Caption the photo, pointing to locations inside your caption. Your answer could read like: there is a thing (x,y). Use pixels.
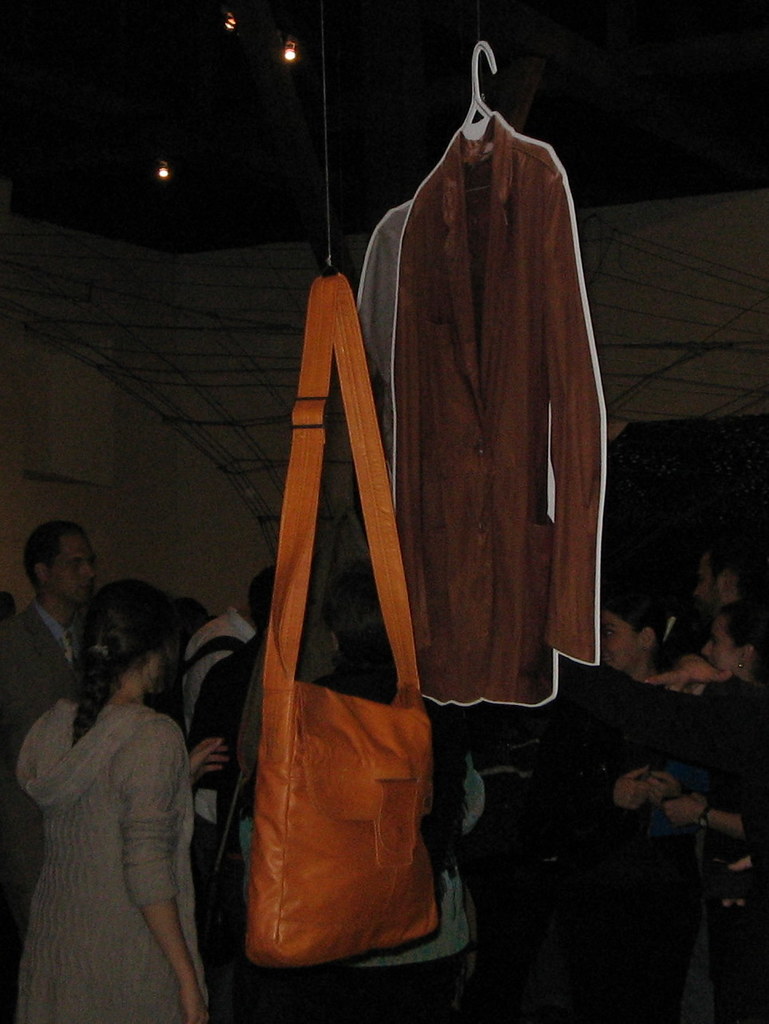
In this image I can see some people (764,700). I can see a bag (300,500) hanging. At the top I can see the lights (289,51).
